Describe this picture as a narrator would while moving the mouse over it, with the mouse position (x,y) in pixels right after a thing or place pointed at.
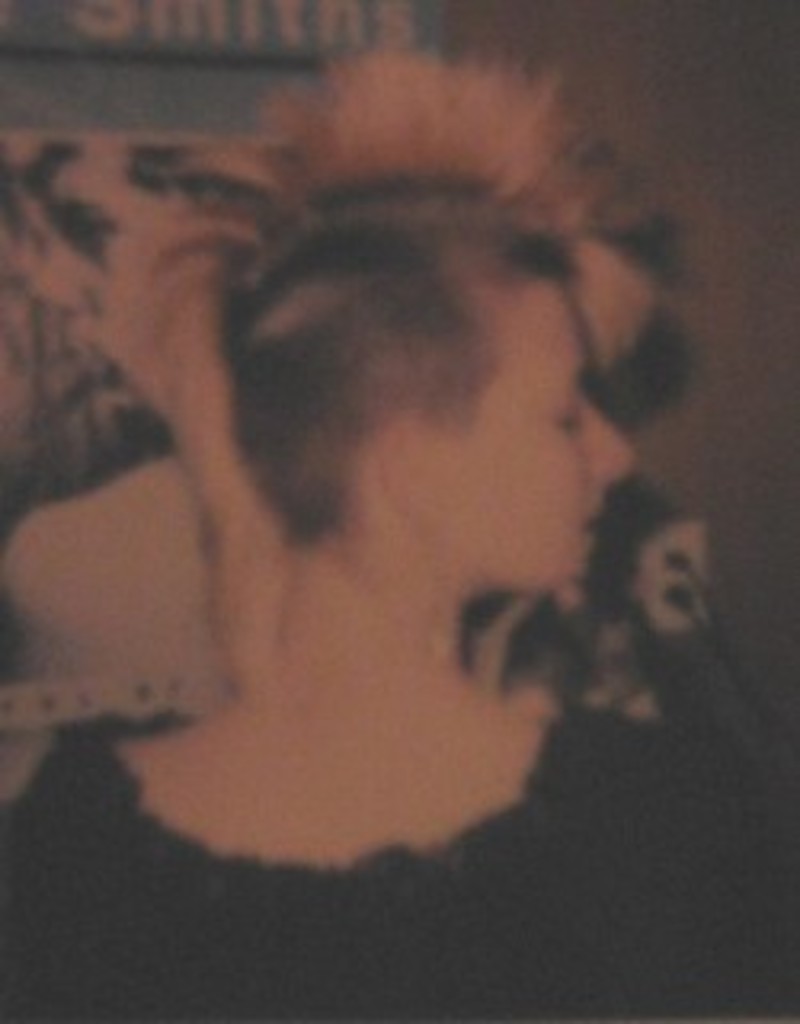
There is a person (483,827) in black color dress (549,878). And the background (687,52) is blurred.
